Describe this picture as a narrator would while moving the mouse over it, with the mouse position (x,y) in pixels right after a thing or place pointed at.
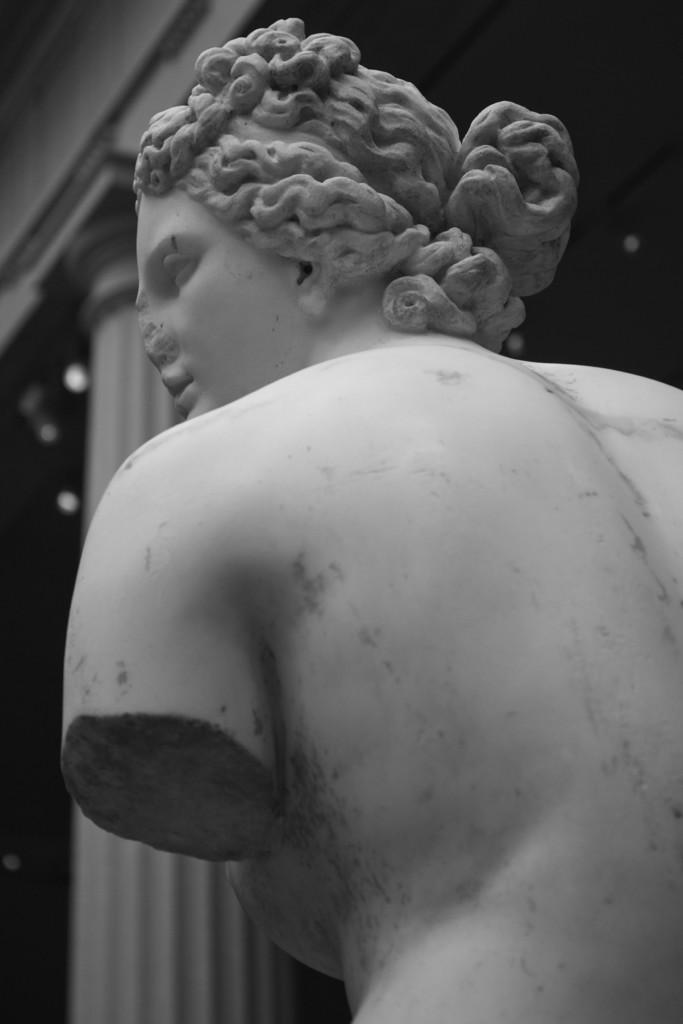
This is a black and white image. In the center of the image (242,566) we can see a statue (286,476). In the background of the image (21,369) we can see the wall (531,353), pillar (130,367), lights (77,370). At the top of the image (92,37) we can see the roof (140,76).
